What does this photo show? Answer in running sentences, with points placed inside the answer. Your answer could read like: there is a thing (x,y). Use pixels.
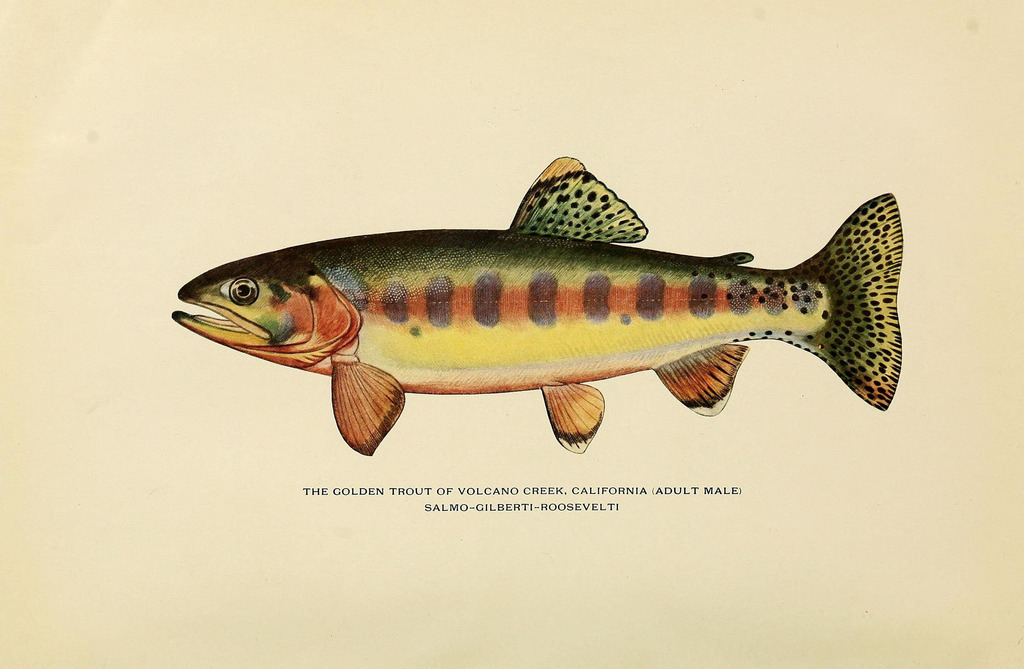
This image consists of a poster (330,396). In which there is a fish (265,283). At the bottom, there is a text (440,489).
